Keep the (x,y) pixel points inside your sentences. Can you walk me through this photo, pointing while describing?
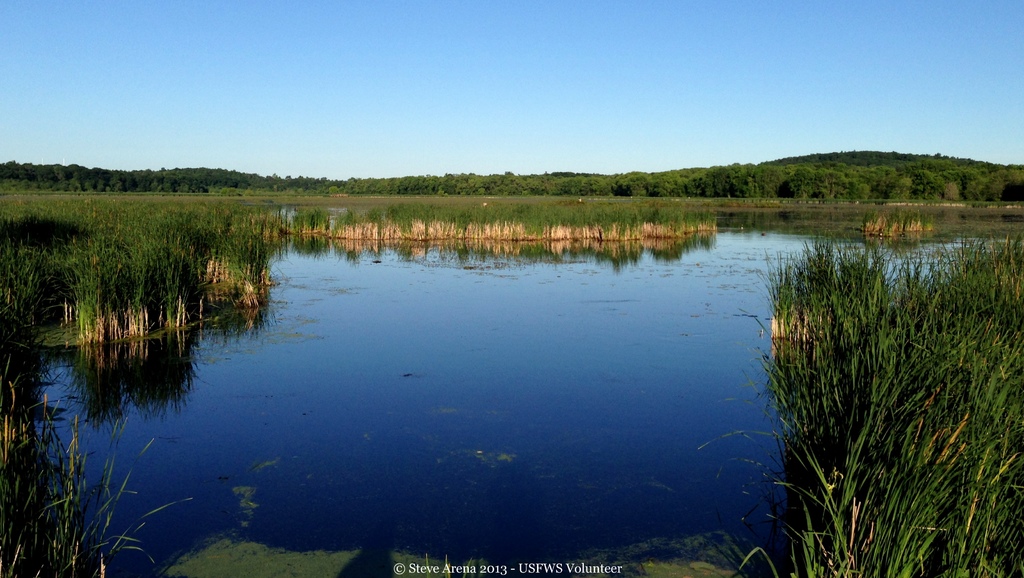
In this image, we can see a lake (701,400) in between grass (844,365). In the background of the image (600,77), there is a sky (568,86).
